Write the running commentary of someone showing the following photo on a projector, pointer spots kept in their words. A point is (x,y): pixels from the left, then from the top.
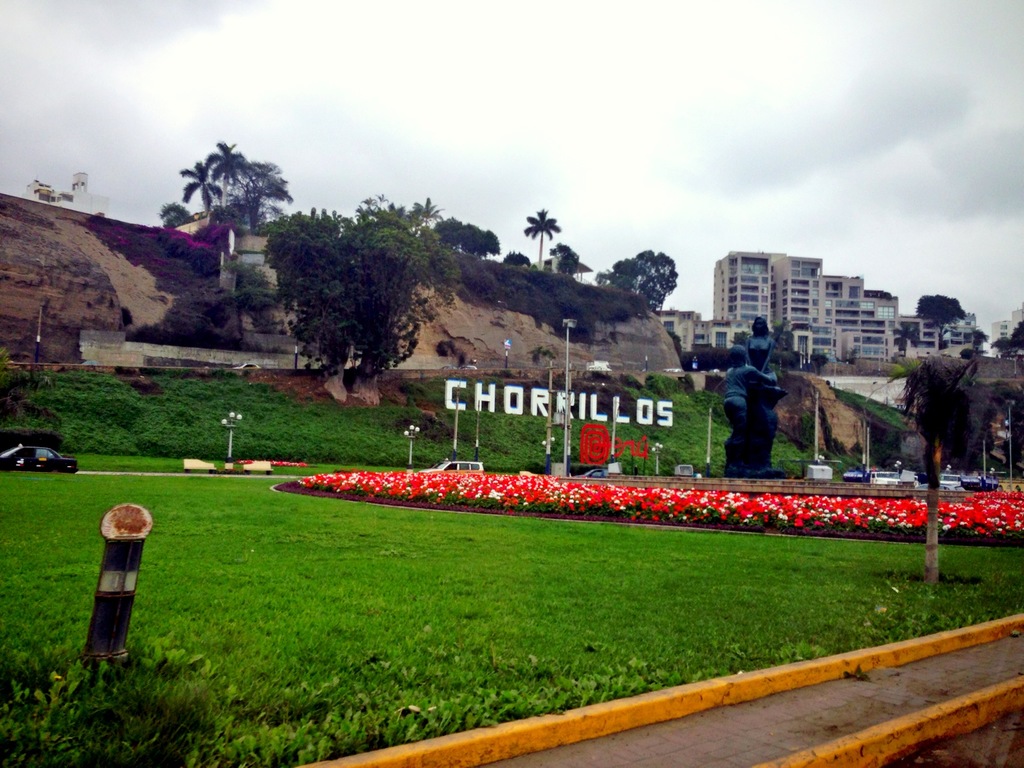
In the image we can see there is a ground (604,551) covered with grass (322,531) and there are flowers (562,497) on the plants (969,526) and there are lot of trees (721,363). There is a human statue (732,410) on the ground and behind there are buildings (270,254).
